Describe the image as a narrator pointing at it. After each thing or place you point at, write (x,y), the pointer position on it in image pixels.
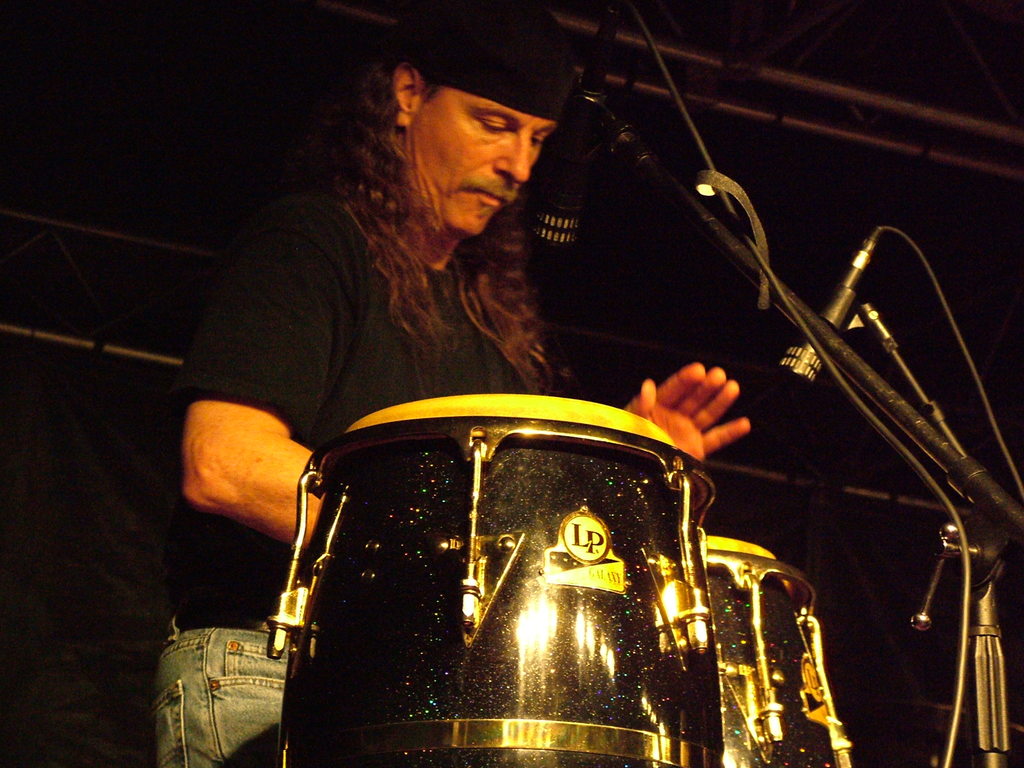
In the middle of the image (435,262) a man (435,277) is standing and playing drum (555,510). Bottom right side of the image (995,668) there is a microphone (873,239). Top right side of the image (846,150) there is a roof (771,117).
